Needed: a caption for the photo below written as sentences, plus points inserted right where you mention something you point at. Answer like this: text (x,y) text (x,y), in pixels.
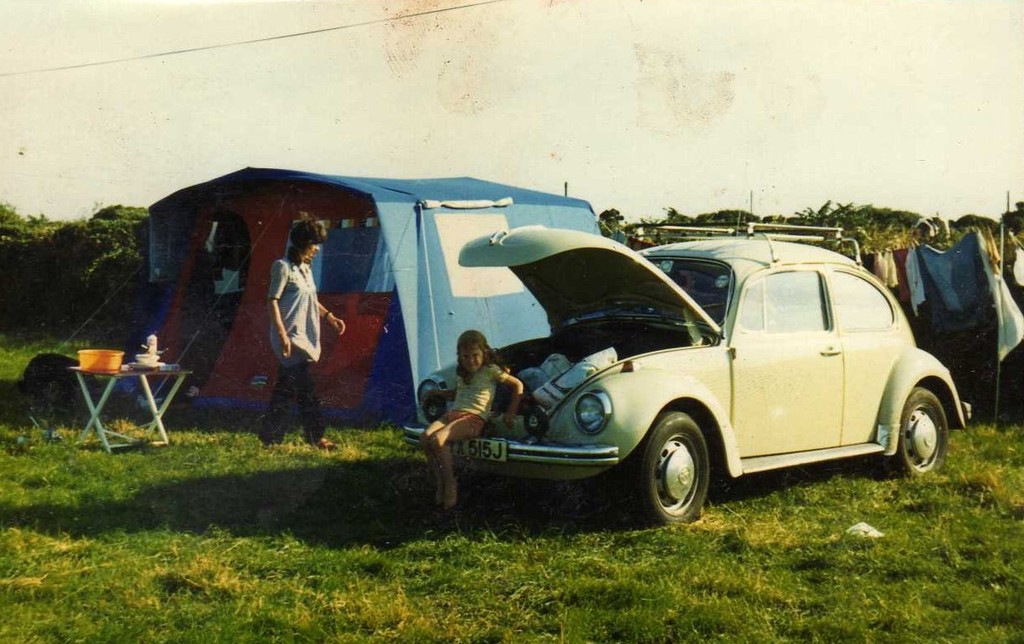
In the center of the image (478,372), we can see a kid (459,391) sitting on the car (519,456) and we can see an other person (286,289) and there are tents (186,355), clothes (941,276), trees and some objects (114,357) on the stand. At the top (440,91), there is sky (632,219) and at the bottom (366,565), there is ground (458,569) covered with grass (183,560).
